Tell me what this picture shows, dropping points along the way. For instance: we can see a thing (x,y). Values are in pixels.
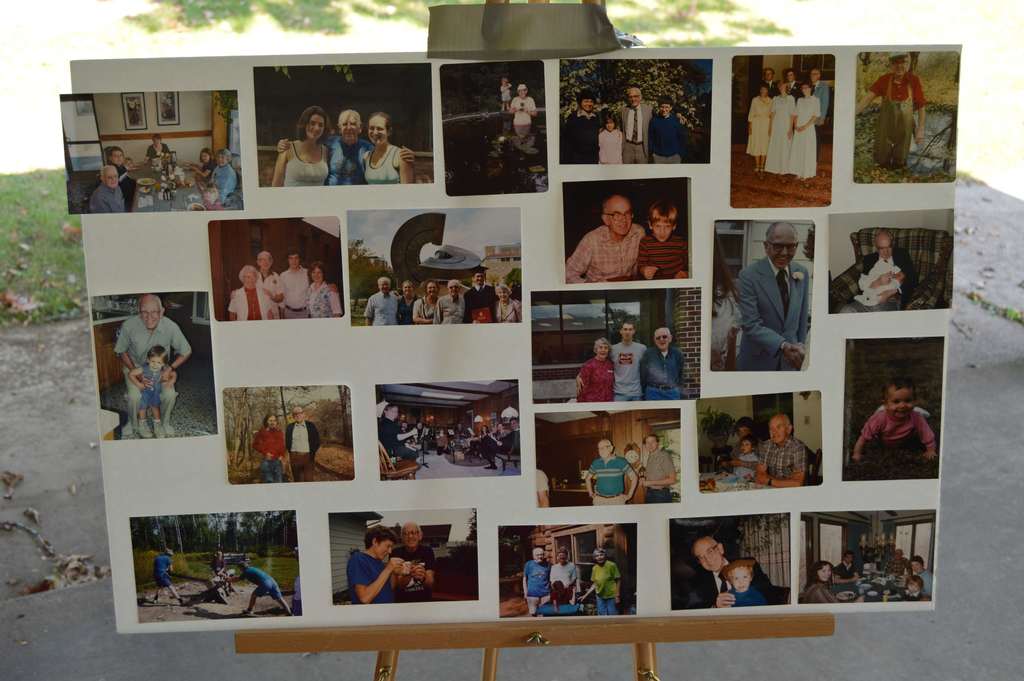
In this image there are some photographs (421,424) are attached on the painting board (278,370) as we can see in middle of this image (472,338) and there is grass (340,5) at top of this image (689,25).
